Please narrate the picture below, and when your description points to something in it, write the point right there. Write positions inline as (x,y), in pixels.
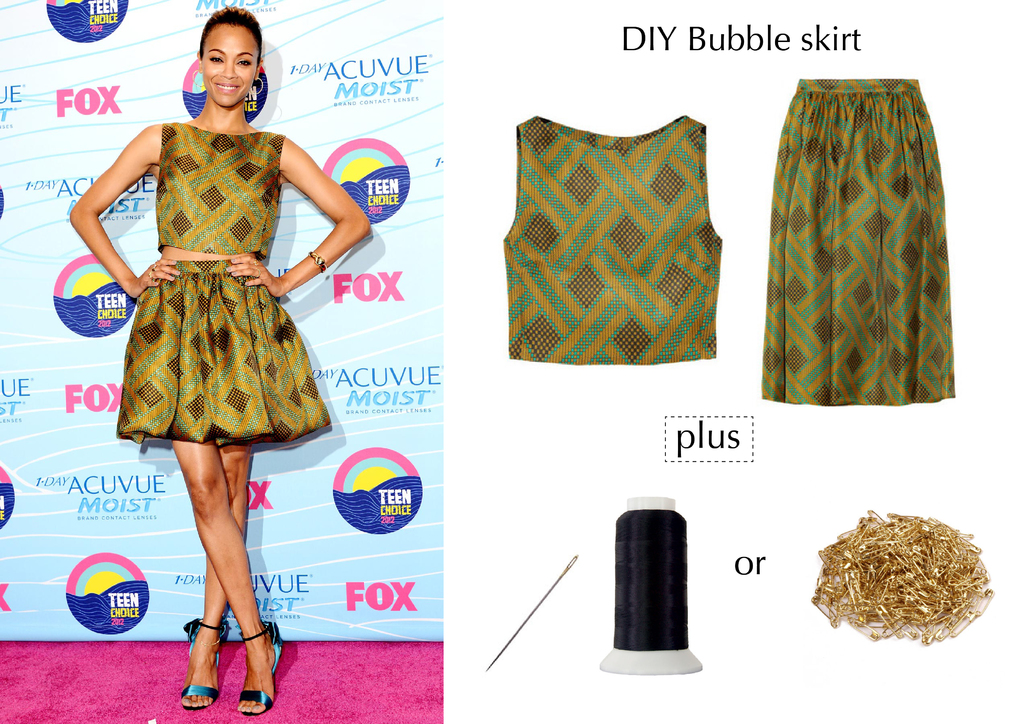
Here in this picture we can see a collage image and on the left side (238,185) we can see a woman (244,209) wearing a dress (254,177) on her and standing over a place (215,678) and behind her we can see a banner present and we can see she is smiling and on the right side (812,176) we can see the pictures of the dress (855,179) and we can also see a needle (550,588) and a thread reel (682,570) and pins (872,553) present over there.
